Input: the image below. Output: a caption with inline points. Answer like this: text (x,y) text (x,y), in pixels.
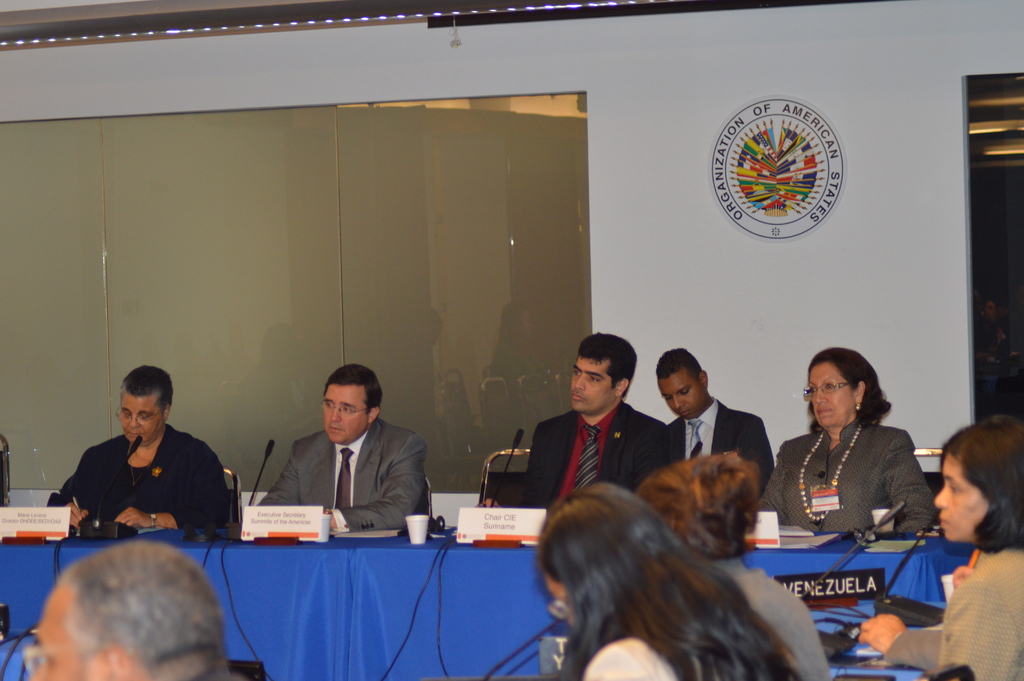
These persons (547,486) are sitting on the chair (418,496). We can see table (277,552). On the table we can see name board (268,510), microphone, cup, cloth (352,553), cable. On the background (718,238) we can see wall (852,78), glass window (470,186).
